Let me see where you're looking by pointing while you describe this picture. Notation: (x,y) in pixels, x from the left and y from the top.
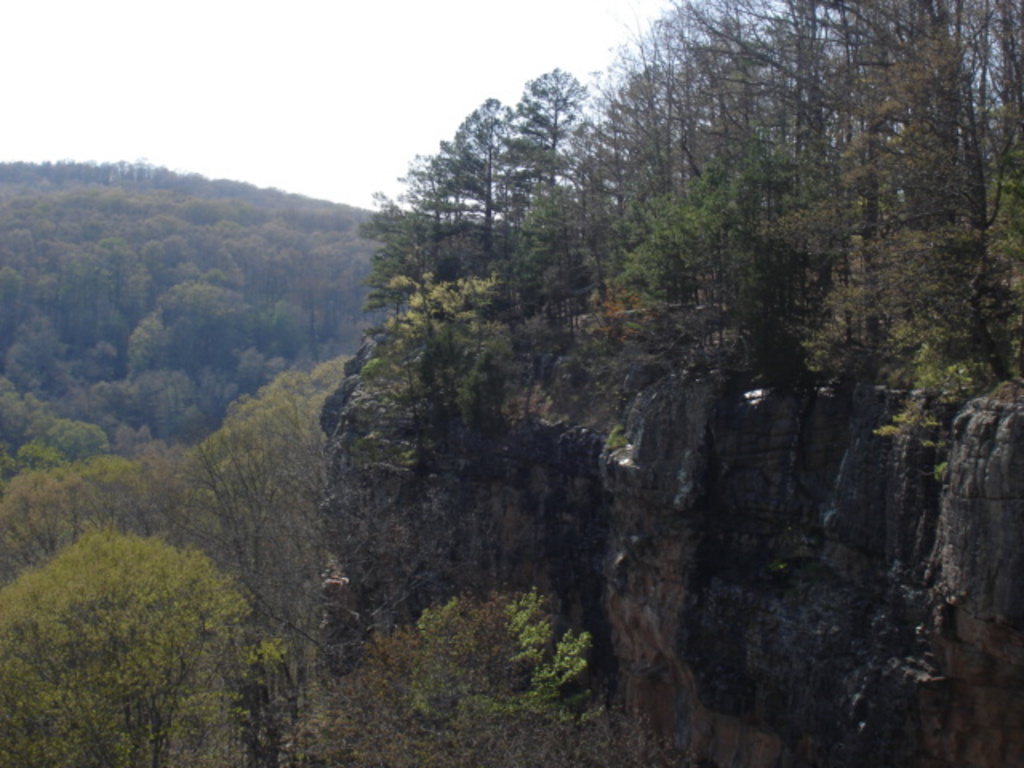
This is an outside view. On the right side (853,638) there is a rock (702,555). In the background (224,257), I can see many trees (274,229). At the top (324,66), I can see the sky (328,94).
